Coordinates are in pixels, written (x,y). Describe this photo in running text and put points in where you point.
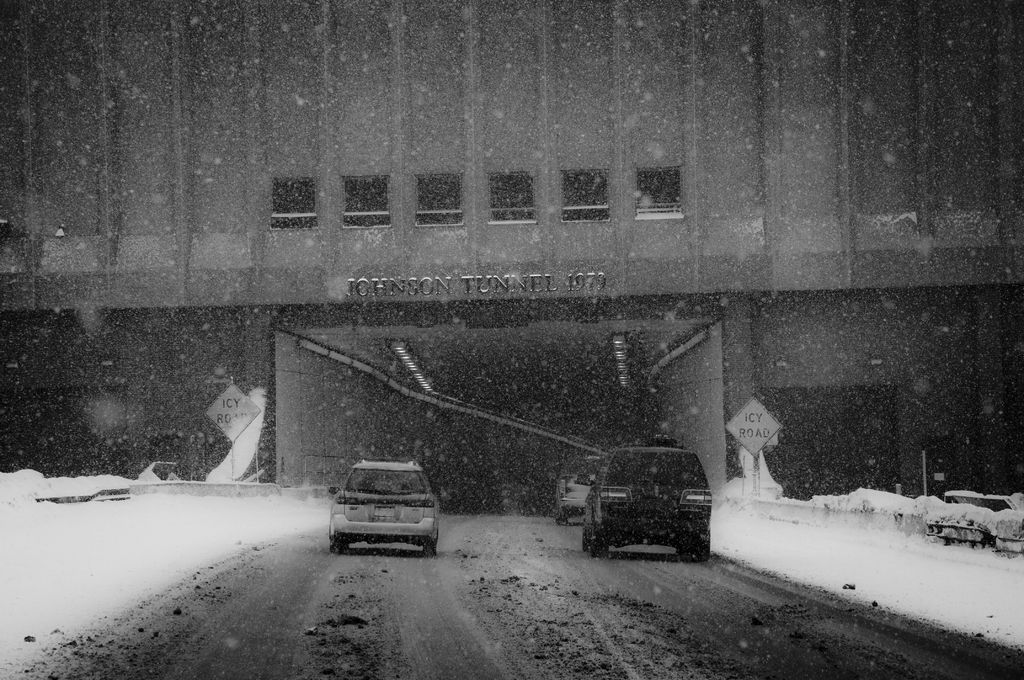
In the center of the image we can see cars (391,521) are present. At the top of the image (408,115) building (462,231) is there. On the right side of the image (863,516) we can see snow (1015,584) and sign board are present. At the bottom of the image (501,620) road (494,607) is there.
